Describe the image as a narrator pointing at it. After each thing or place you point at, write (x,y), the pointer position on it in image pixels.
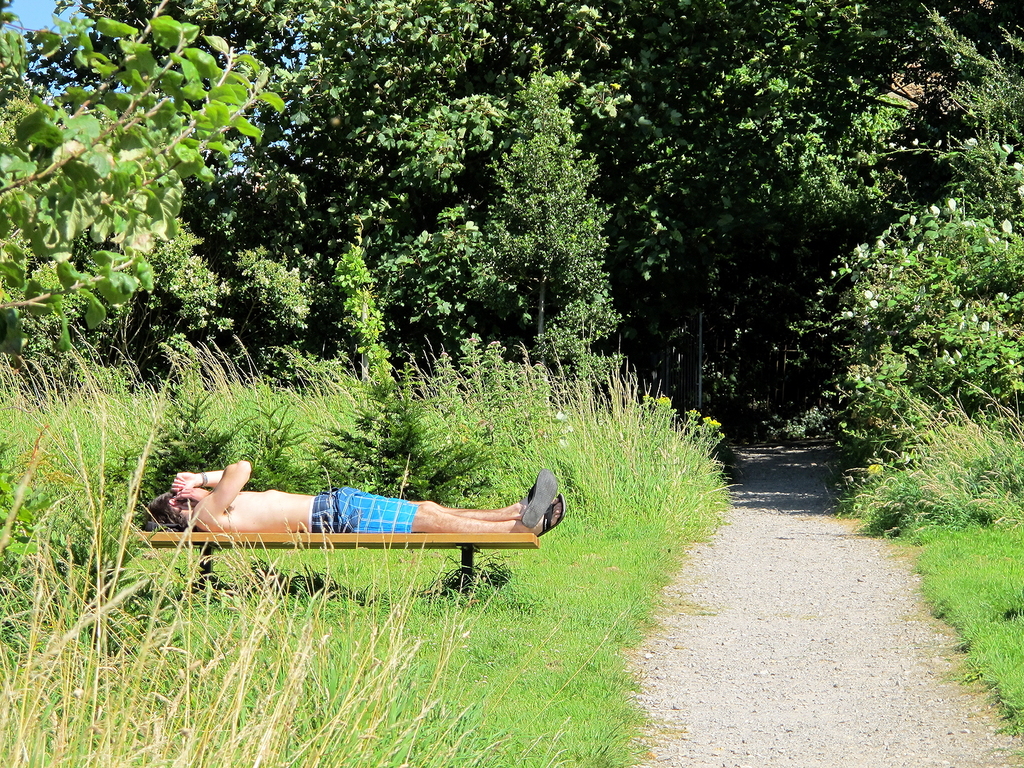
In this image I can see a man (336,513) who is lying on a bench (482,539). Here we have a few plants (544,416), trees (480,165) and grass (487,599). On the right side of the image (825,643) we have a path (782,633).
